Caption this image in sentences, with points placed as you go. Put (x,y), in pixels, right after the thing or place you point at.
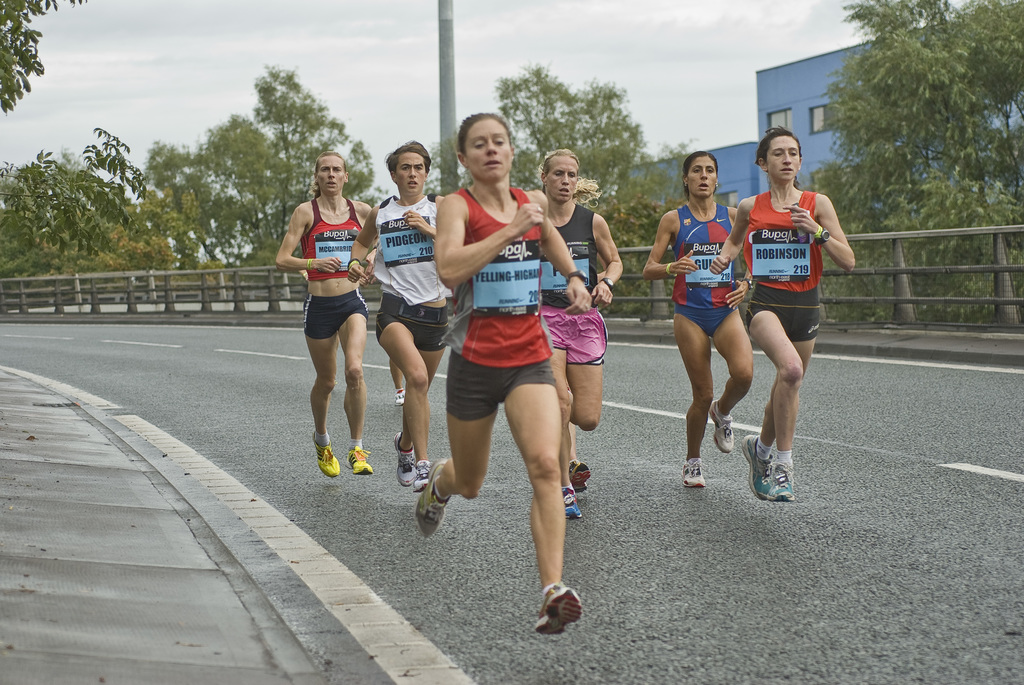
There is a group of persons (524,349) running on the road (381,382) as we can see in the middle of this image (375,355). We can see a fence (62,277) and trees (33,234) in the background (627,220). There is a building (808,151) on the right side of this image (819,125). The sky (355,29) is at the top of this image (380,62).
